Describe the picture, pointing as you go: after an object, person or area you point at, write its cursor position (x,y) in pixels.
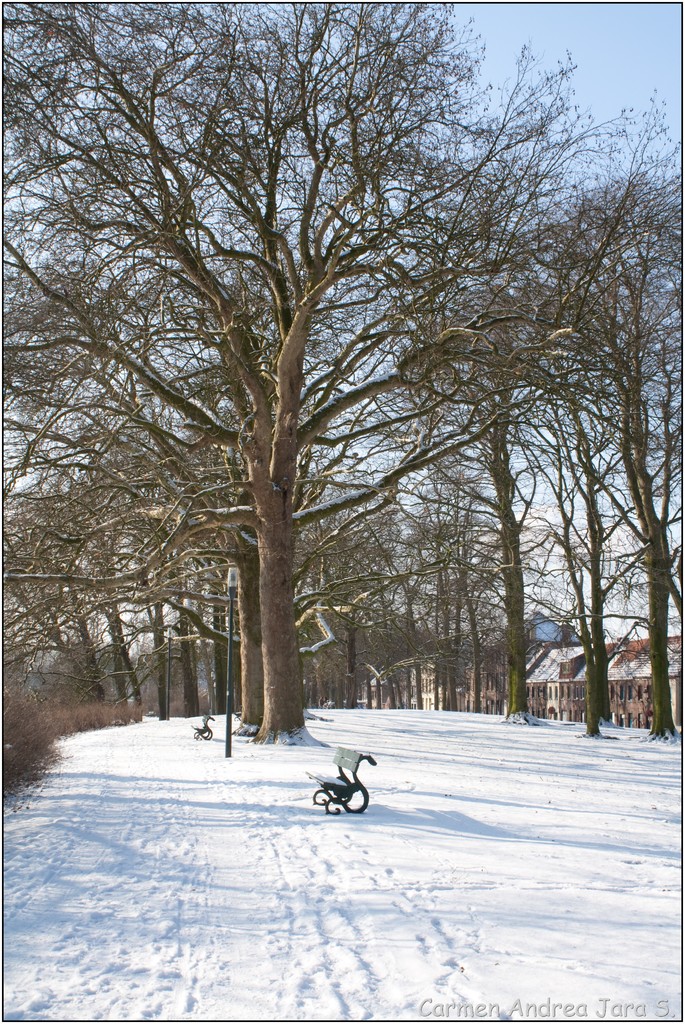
In this picture we can see many trees (198,560). Here we can see street light (230,722) near to the benches (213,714). On the bottom (309,889) we can see the snow (321,959). On the right (612,699) we can see many buildings (612,699). In the background (595,65) we can see sky (514,455) and clouds (519,497). On the bottom right corner (517,1014) there is a watermark (583,1002).
